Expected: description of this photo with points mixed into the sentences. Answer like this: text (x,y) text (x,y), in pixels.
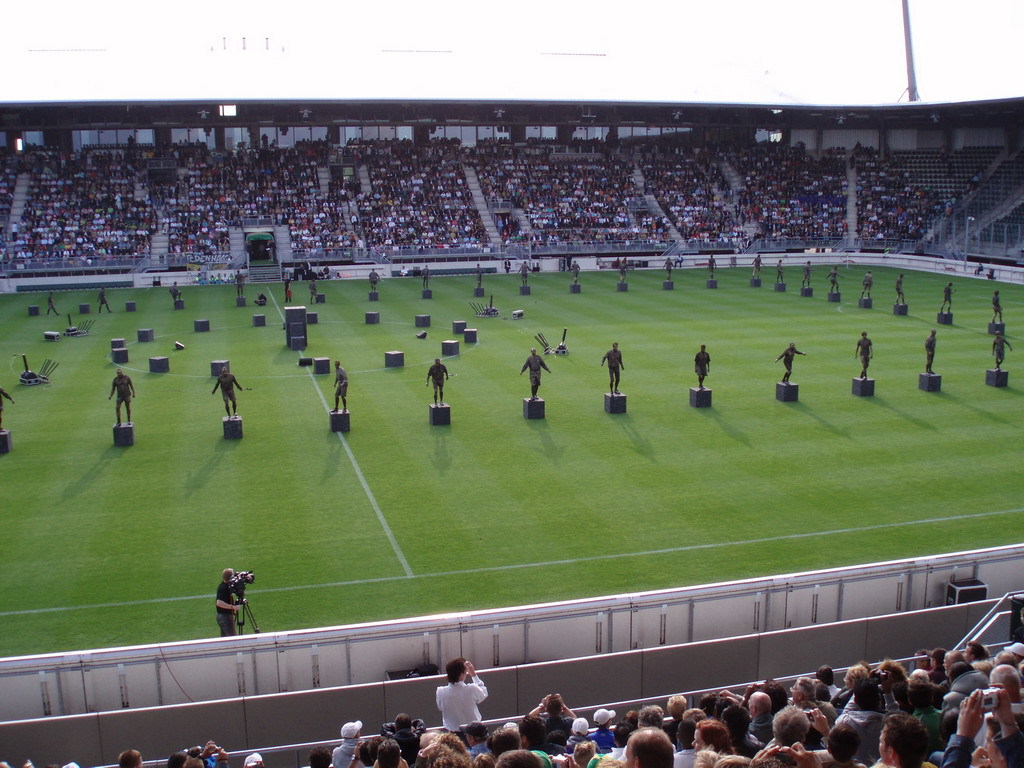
This is the inside picture of the stadium (408,454). In this image at the center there are few people (124,385) standing on the boxes (620,407). At the bottom of the image (608,718) there are people (845,704). In the background of the image (438,190) there are people (230,199) sitting on the chairs (533,204) in the stands (834,205).
